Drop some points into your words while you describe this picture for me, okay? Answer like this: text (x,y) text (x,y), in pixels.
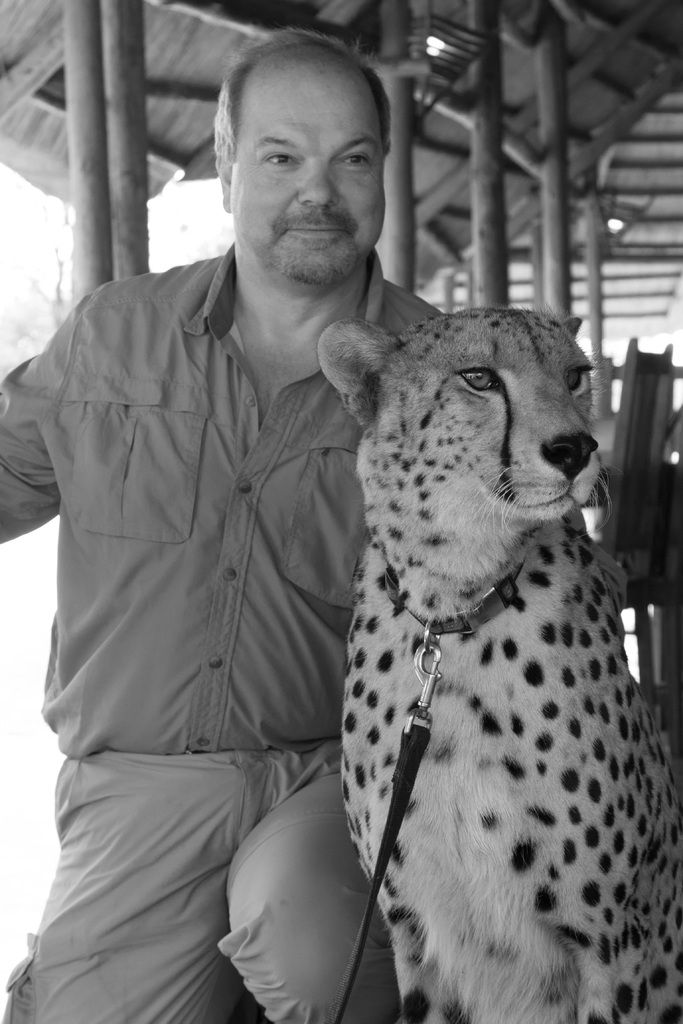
This image is a black and white image. This image is taken outdoors. At the top of the image (80,110) there is a roof (510,36) and there are a few pillars (399,243). In the middle of the image (264,551) there is a man (229,438) with a smiling face (237,160) and there is a cheetah (440,747) with a belt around the neck (430,608).
